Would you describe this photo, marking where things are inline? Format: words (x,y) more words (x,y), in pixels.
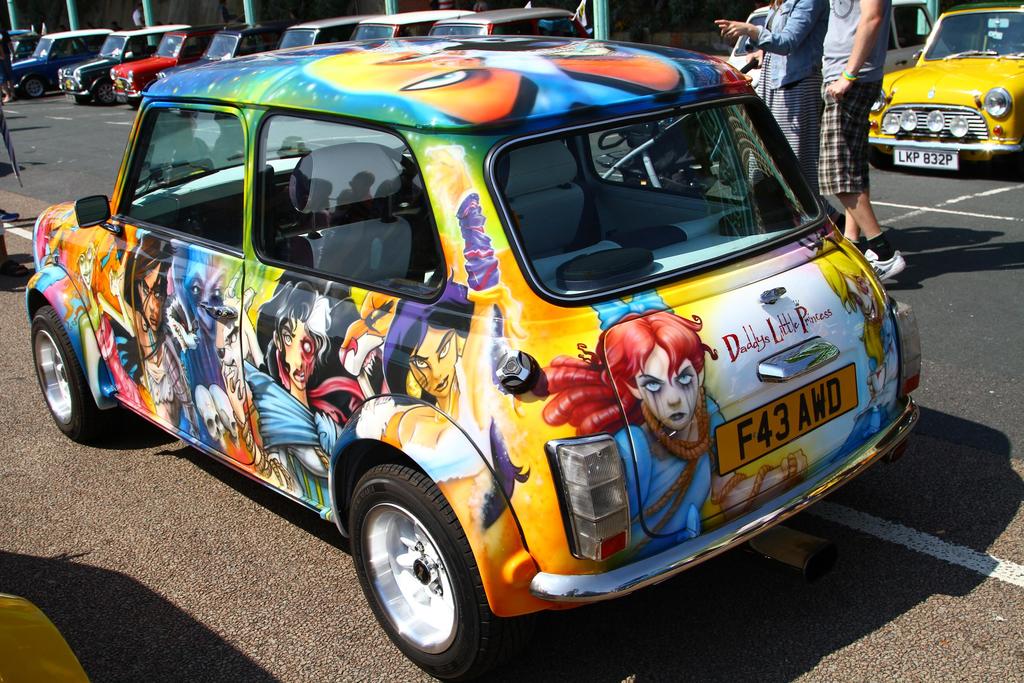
In this image we can see a graffiti car (584,476) on the road (632,612). In the background (803,83) we can see two persons (800,58) walking. We can also see some cars (449,25) parked on the road (954,182). Poles (10,20) are also visible.
